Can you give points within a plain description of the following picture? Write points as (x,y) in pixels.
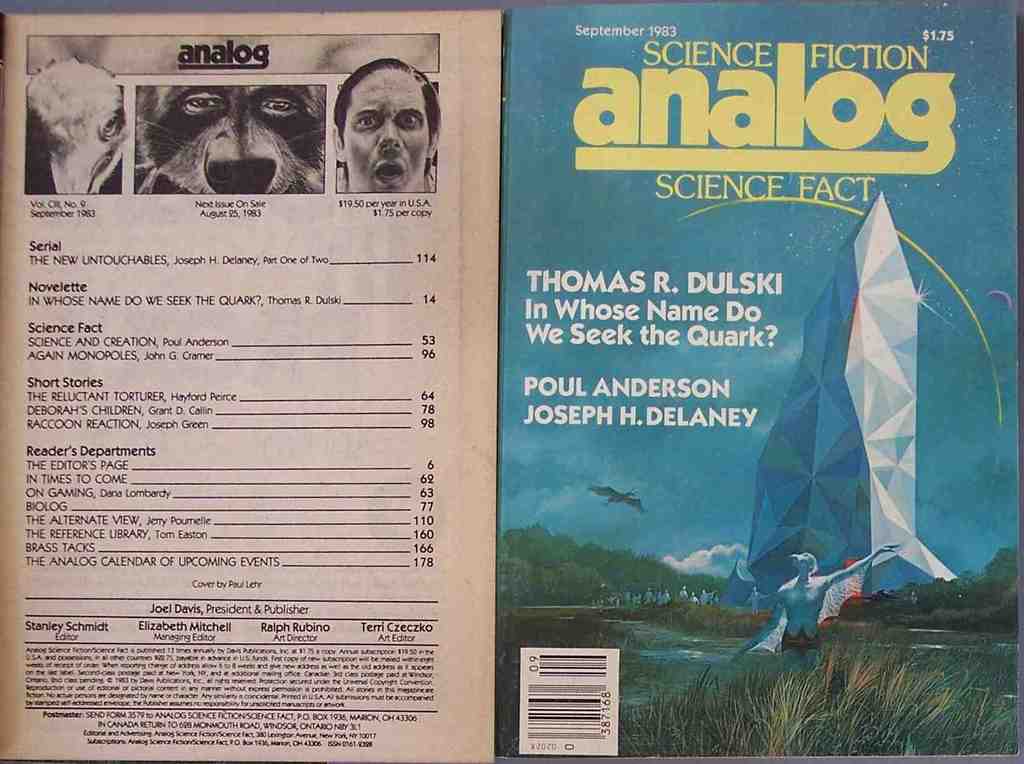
The photo is a cover page (589,653) of a book (441,158).
